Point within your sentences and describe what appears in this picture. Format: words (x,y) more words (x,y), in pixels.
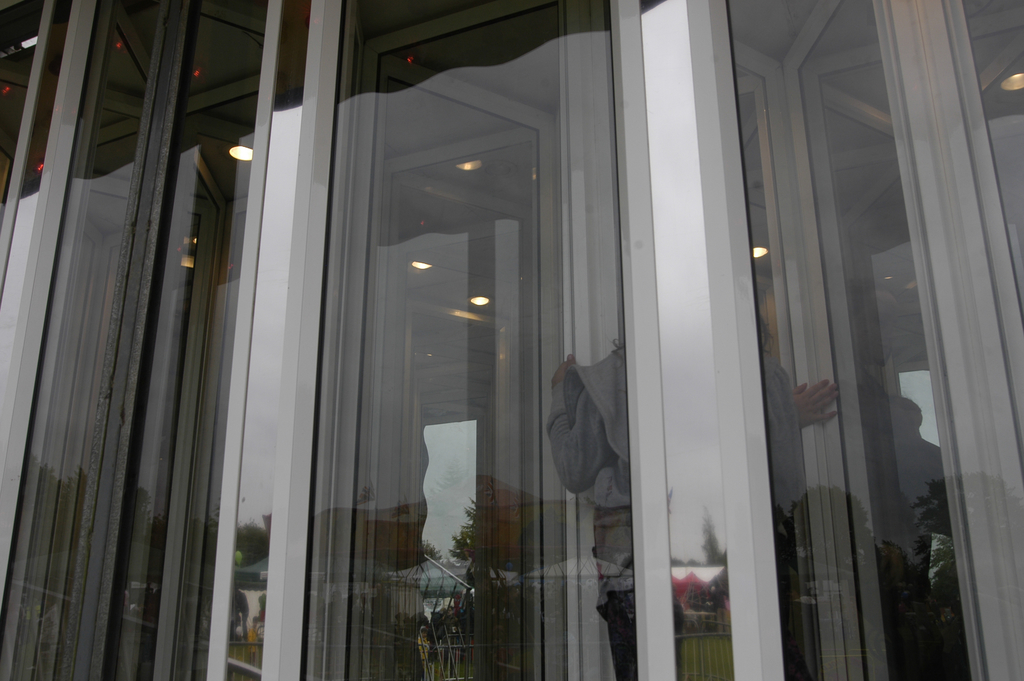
It is a glass wall (662,380), there is a person (624,443) in it. On the left side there are lights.
